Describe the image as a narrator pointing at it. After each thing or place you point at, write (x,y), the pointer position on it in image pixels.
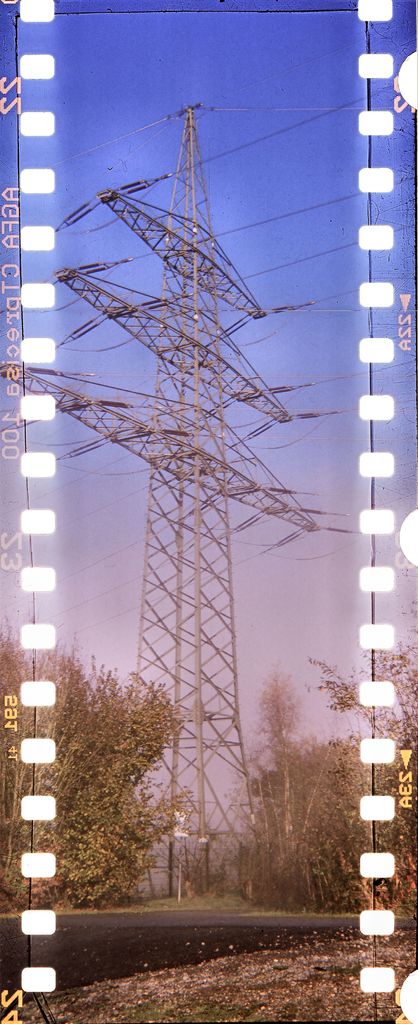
This is a film picture. I can see an electricity pylon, there are cables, there are trees (390,681), and in the background (313,472) there is the sky (358,432). There are words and numbers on the image.
